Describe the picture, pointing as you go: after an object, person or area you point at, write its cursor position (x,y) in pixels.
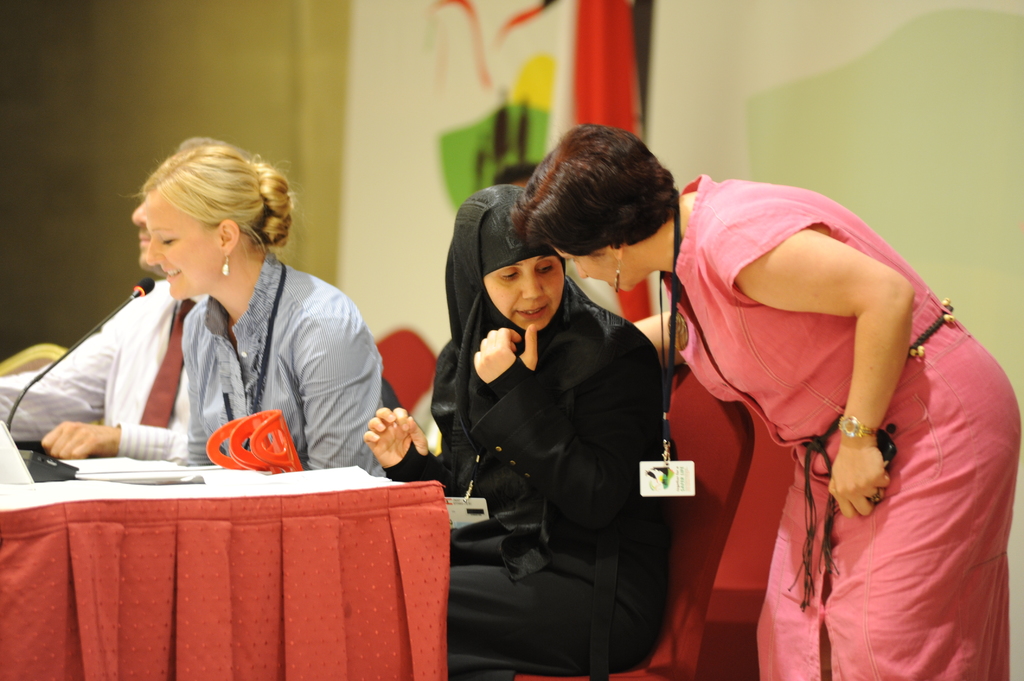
In this image i can see few people (368,324) sitting in chairs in front of a table (221,537) and a woman (832,260) standing. In the background (595,106) i can see a cloth (473,79) and a wall (160,59).
